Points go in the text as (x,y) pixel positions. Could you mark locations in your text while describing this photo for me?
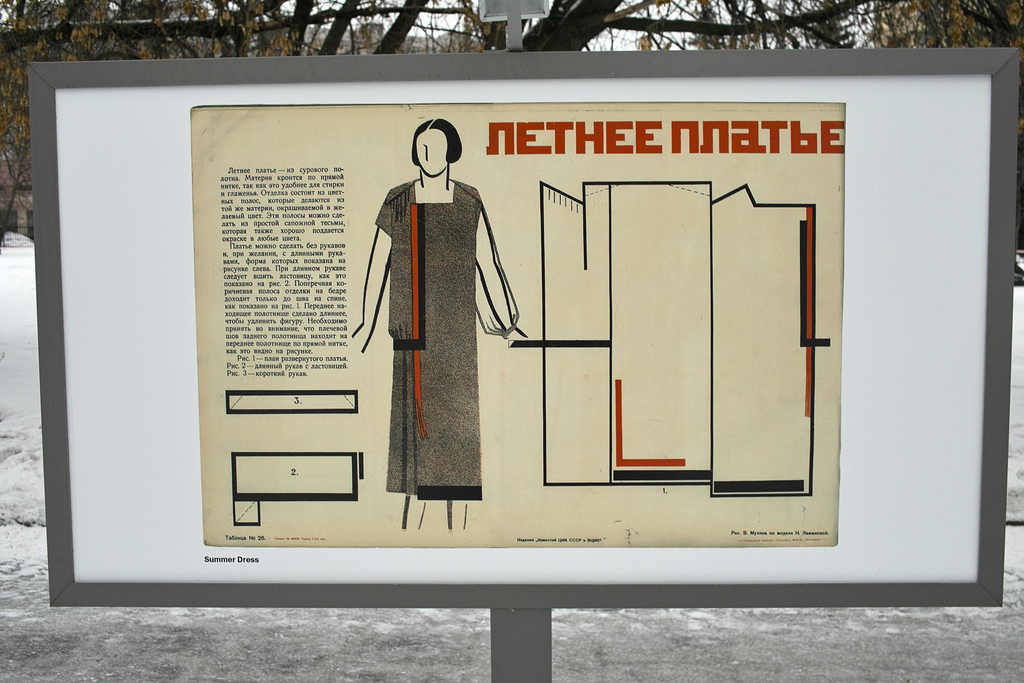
In this picture we can see a board (504,546) in the front (504,546), there is a depiction (454,359) of a person (430,332) and some text (283,271) present in the board (287,286), in the background (449,48) there are some trees (583,31), we can see snow (31,392) at the bottom (15,522).
